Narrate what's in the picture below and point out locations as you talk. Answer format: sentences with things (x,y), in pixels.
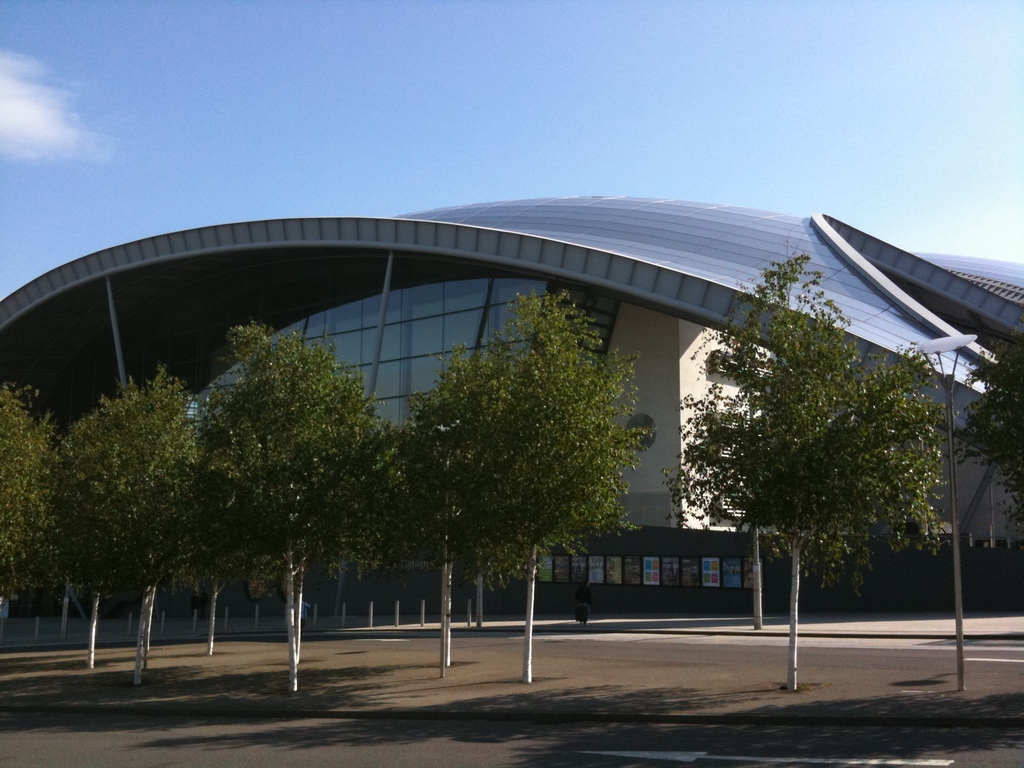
In this image there is a light pole (951,421), building (937,365), boards (589,565), person (584,617), trees (745,434) and sky (572,140).
